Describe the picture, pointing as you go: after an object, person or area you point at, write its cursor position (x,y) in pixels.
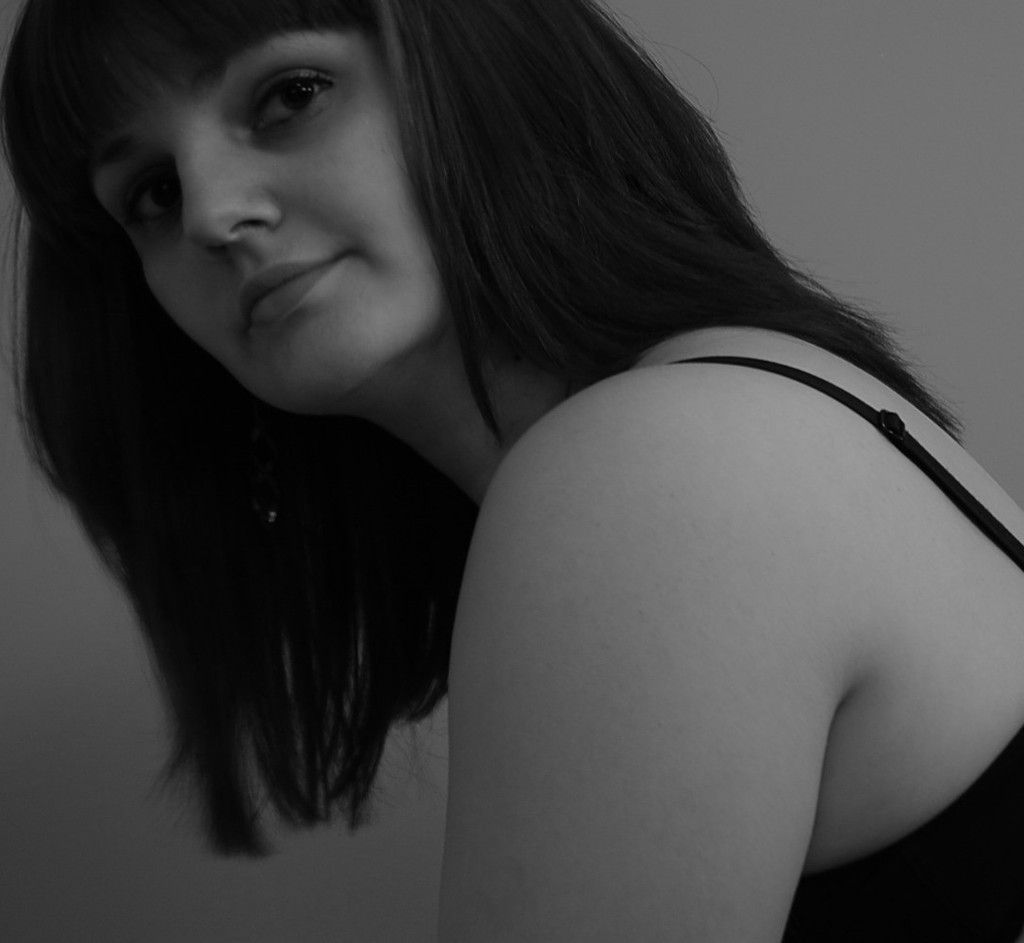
In this picture there is a woman (456,455) who is wearing black dress (890,891). Back side of her there is a wall (917,120).
